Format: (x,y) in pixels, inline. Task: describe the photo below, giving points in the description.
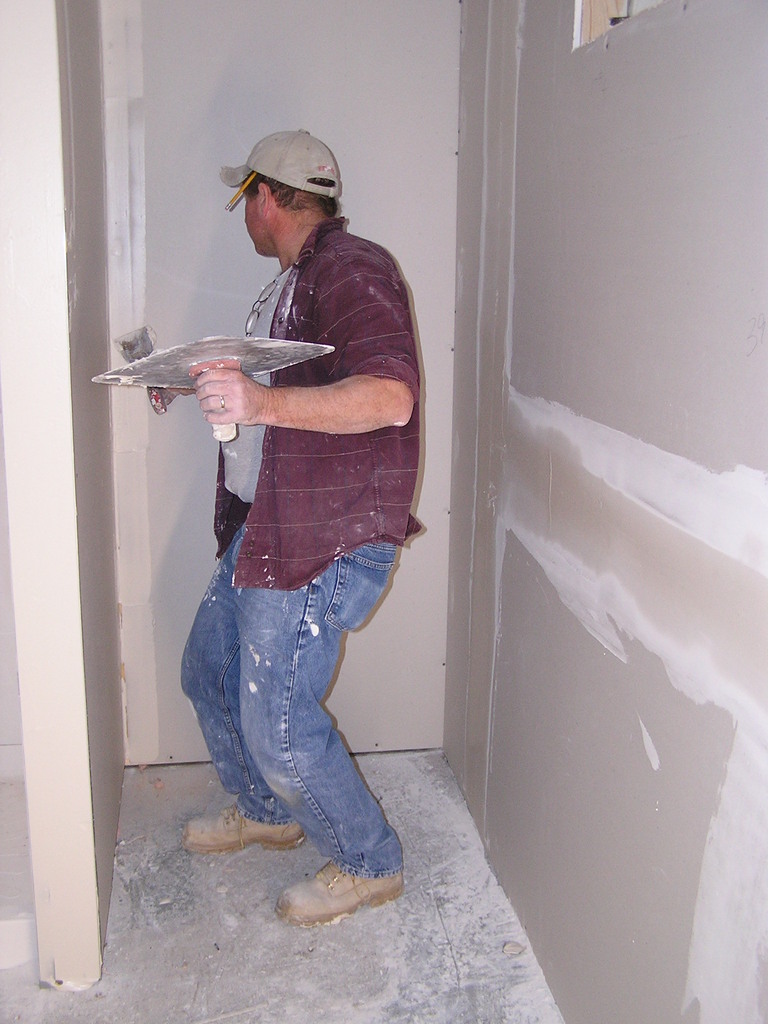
There is a person (291,458) standing and holding two objects (163,379) in his hands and the wall (457,176) is light grey in color.
